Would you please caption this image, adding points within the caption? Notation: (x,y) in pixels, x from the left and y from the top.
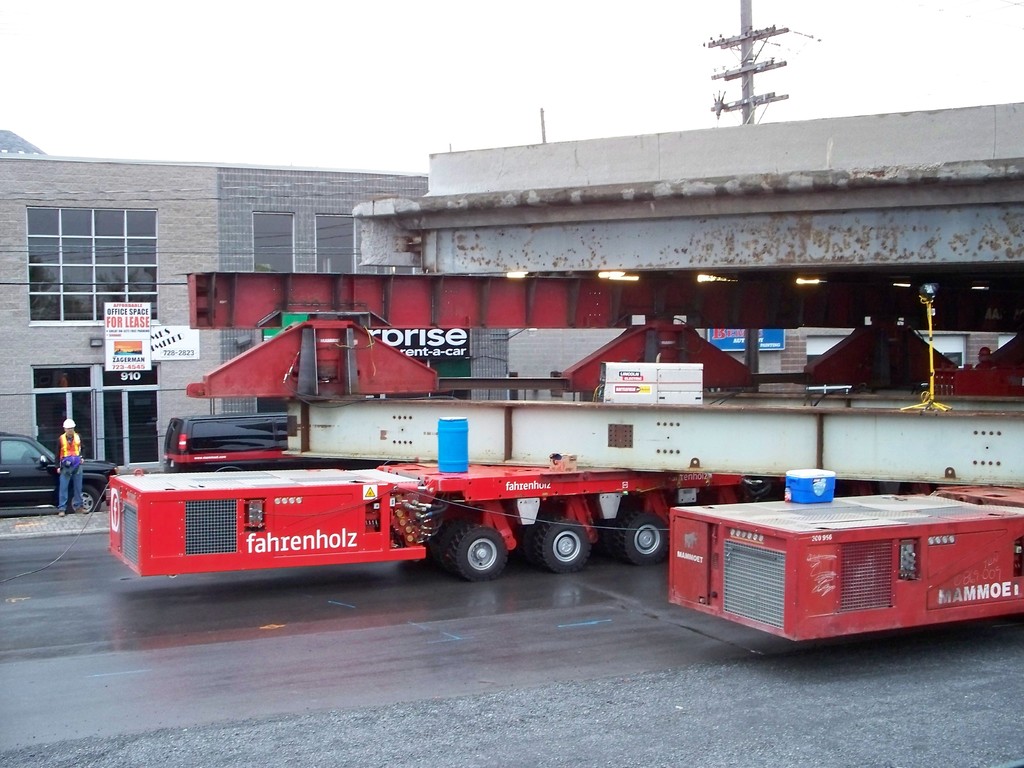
There are vehicles (692,481). On the vehicle (520,468) there is a barrel (452,437). In the back (135,285) there is a building (67,223) with windows (79,212), doors (110,423). Also there are some banners (142,325). Also there is a electric pole (725,72). In the back (217,442) there are cars (200,437) and some people (63,456) are there. In the background (277,68) there is sky (300,65).
